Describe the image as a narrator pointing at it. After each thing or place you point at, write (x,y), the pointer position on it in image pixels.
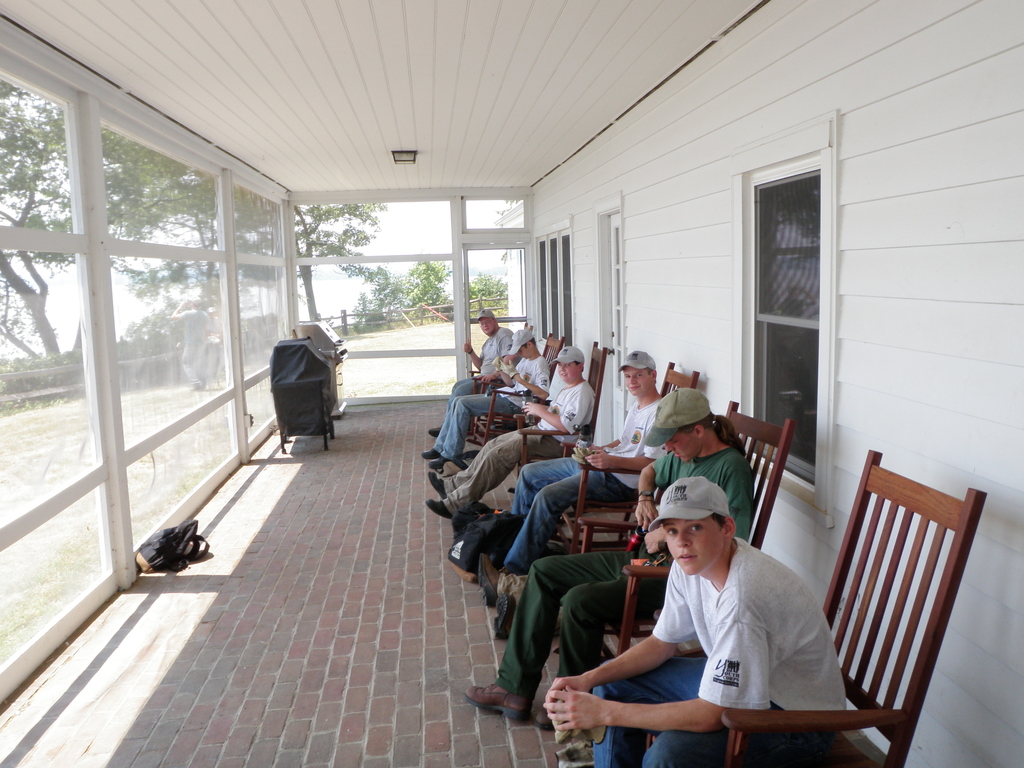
In this picture there are people (714,672) those who are sitting on the chairs (851,749) on the right side of the image (700,677), there is a door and glass windows (766,296) on the right side of the image (760,317), there are trees (38,306) on the left side of the image (154,202).
